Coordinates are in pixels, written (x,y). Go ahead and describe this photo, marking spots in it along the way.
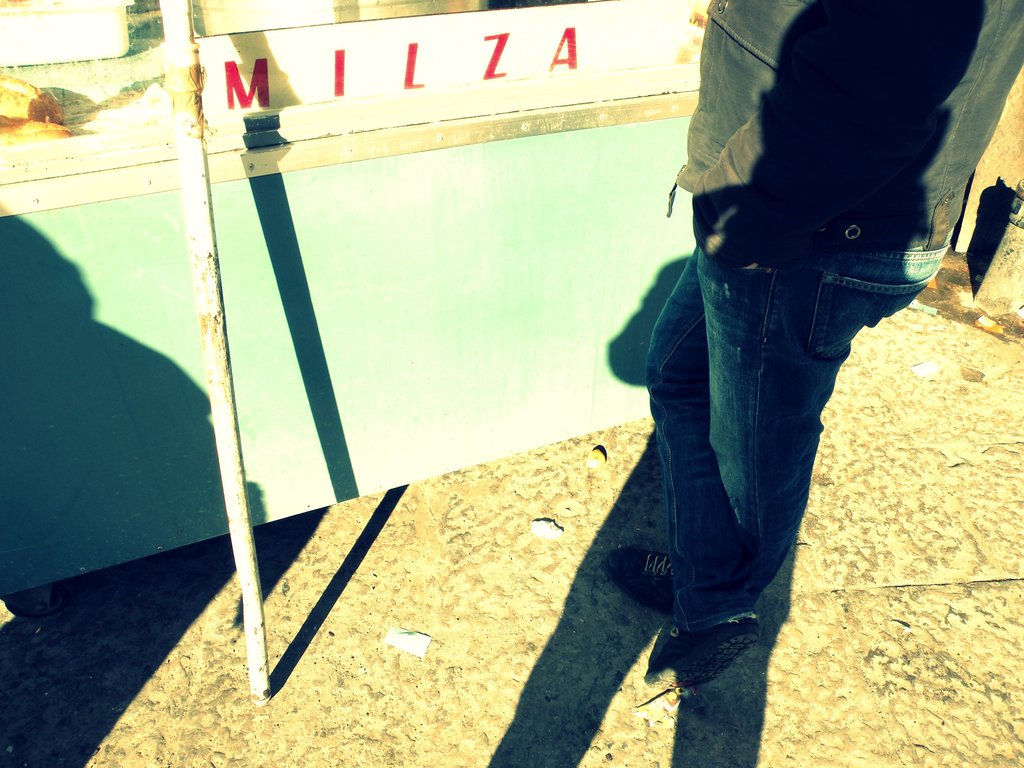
In this image we can see a person (736,374) is standing on the ground (865,419), there is a shadow (79,439), there is the pole (167,3).
